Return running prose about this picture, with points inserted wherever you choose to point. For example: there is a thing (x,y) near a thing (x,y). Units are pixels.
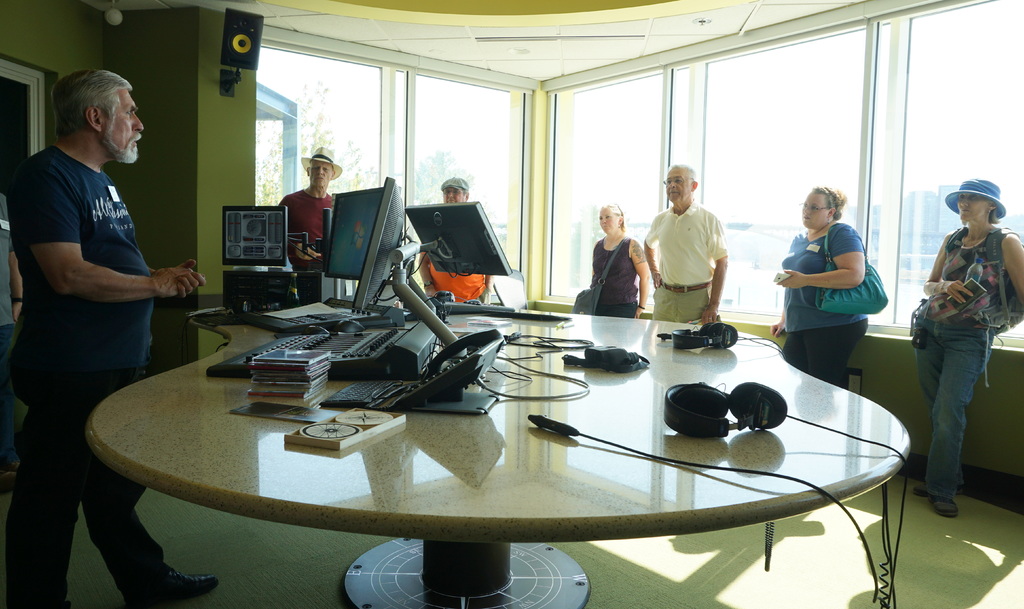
There are many people (305,226) standing in this given picture, in front of a table (634,486). On the table (501,430) there are some keyboards (314,322), cassette (286,376), monitors (268,244), computers (360,281) and some headsets (711,406). We can observe a speaker (244,37) here in the background (246,42).
